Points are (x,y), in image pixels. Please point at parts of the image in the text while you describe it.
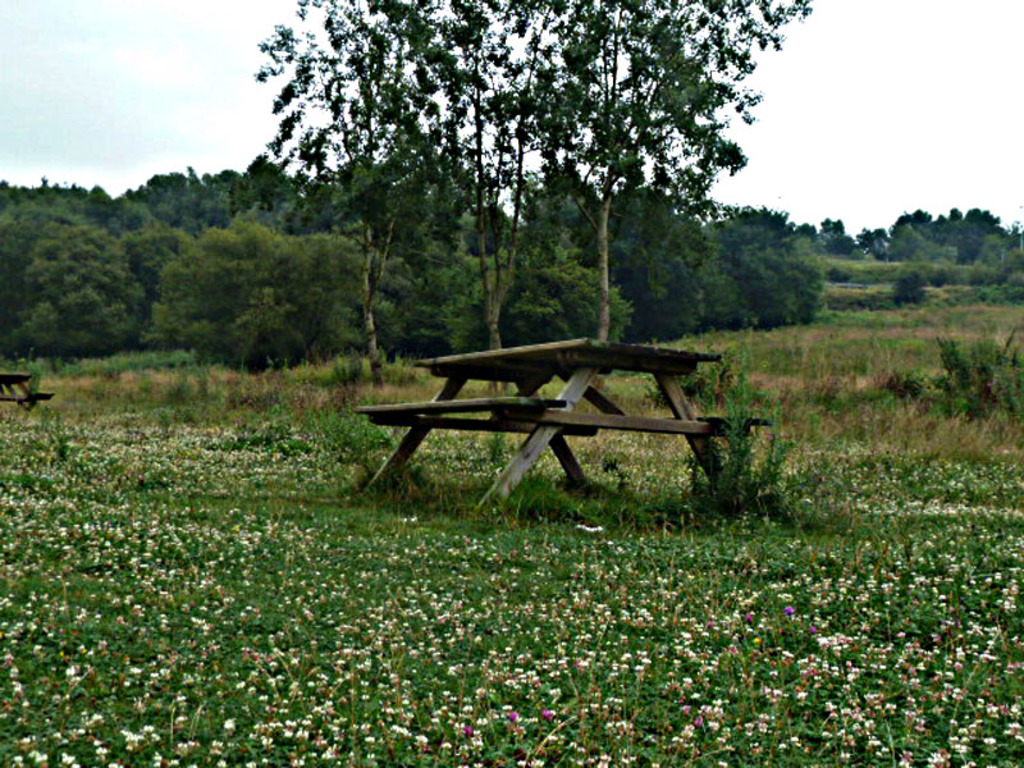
Here there are trees (745,237), these is grass (595,642), this is table (547,408) and bench (515,401), this is sky (156,104).
